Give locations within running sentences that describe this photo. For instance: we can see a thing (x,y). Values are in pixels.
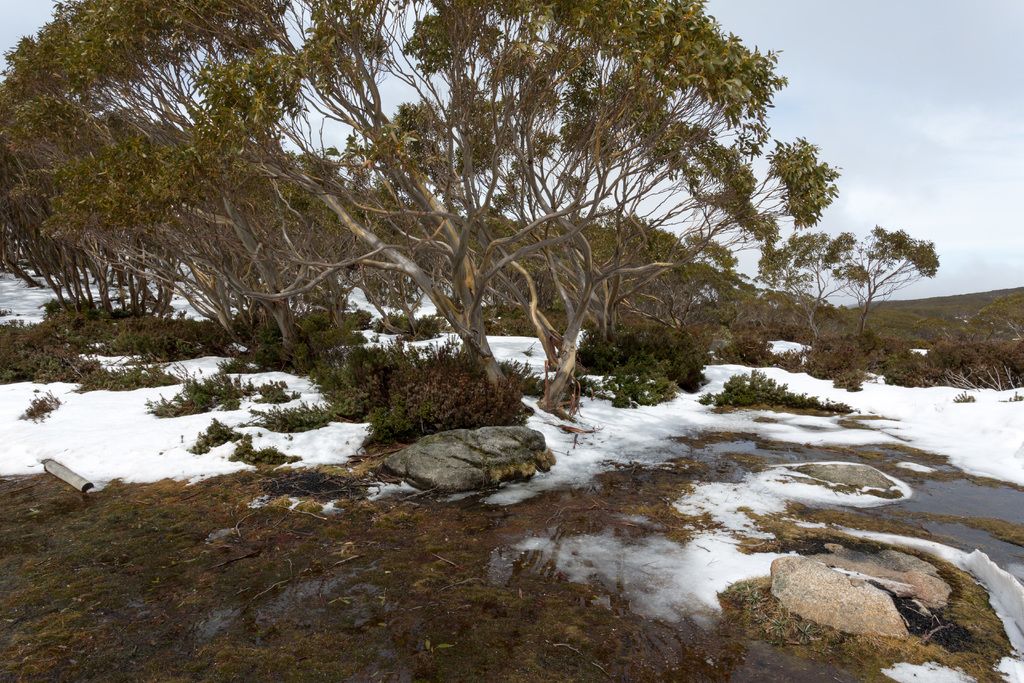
In the foreground of the picture (458,480) there are stones (460,479), snow (818,499) and water (585,546). In the center of the picture (479,269) there are trees (744,278), plants (436,365) and snow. In the background (953,115) it is sky (925,69), sky (930,112) is cloudy.
